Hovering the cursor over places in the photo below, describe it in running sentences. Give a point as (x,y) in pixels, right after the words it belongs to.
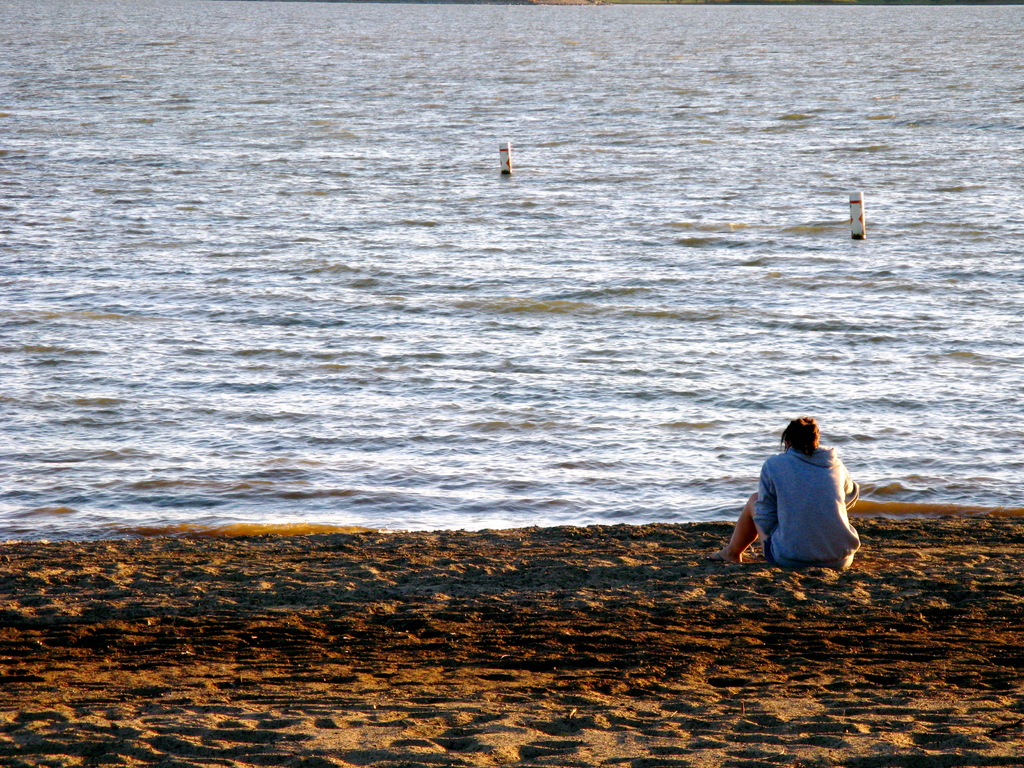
In this picture I can see a person (795,531) sitting on the sand (718,571), and in the background (766,267) there are poles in water (455,394).
